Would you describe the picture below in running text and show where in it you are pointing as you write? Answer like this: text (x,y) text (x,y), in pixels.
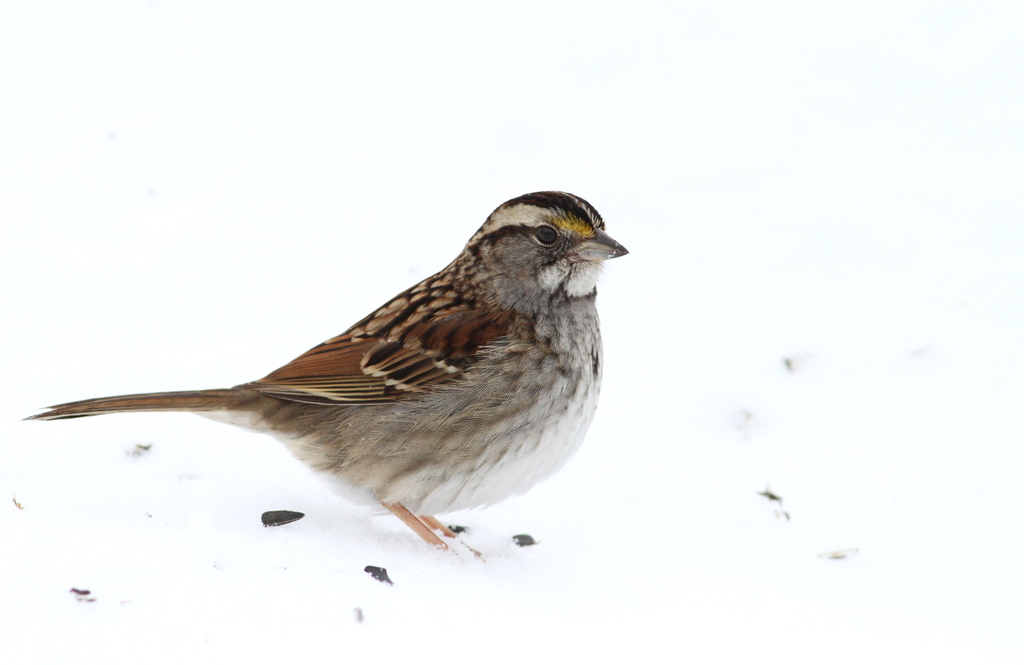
In this image we can see a bird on the ground (468,544). We can also see the snow (431,621) on the ground (431,621).
